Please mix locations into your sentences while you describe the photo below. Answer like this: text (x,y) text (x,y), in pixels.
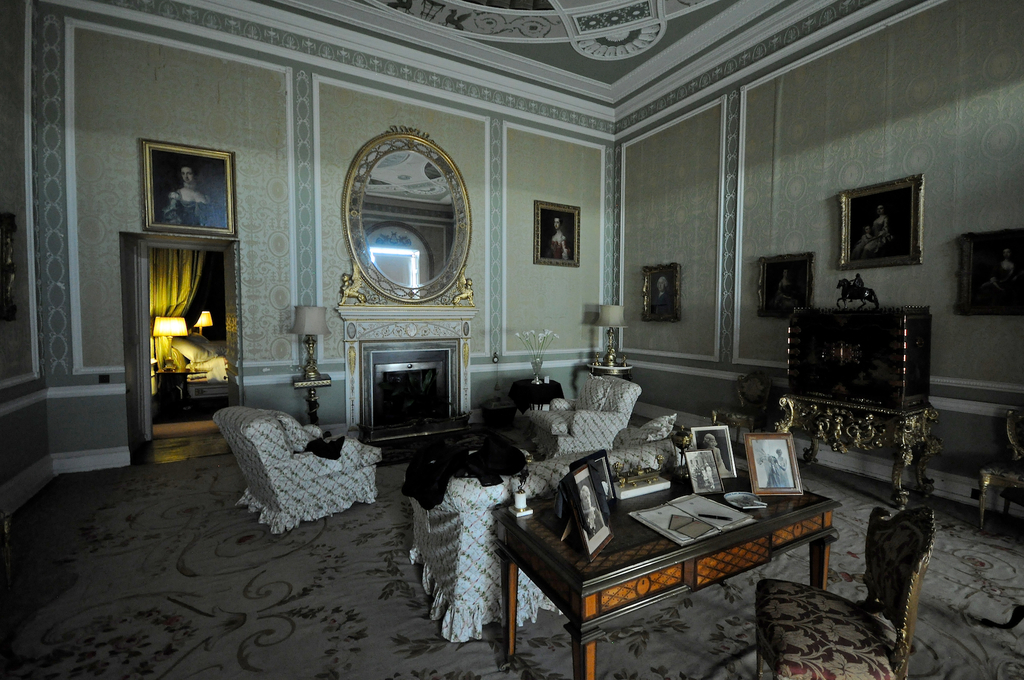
As we can see in the image there is a green color wall (285,190), photo frames (216,209), mirror (354,246), chairs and tables (626,561). On table (654,548) there are photo frames (599,534) and behind the table (637,520) there sofas (571,415).
